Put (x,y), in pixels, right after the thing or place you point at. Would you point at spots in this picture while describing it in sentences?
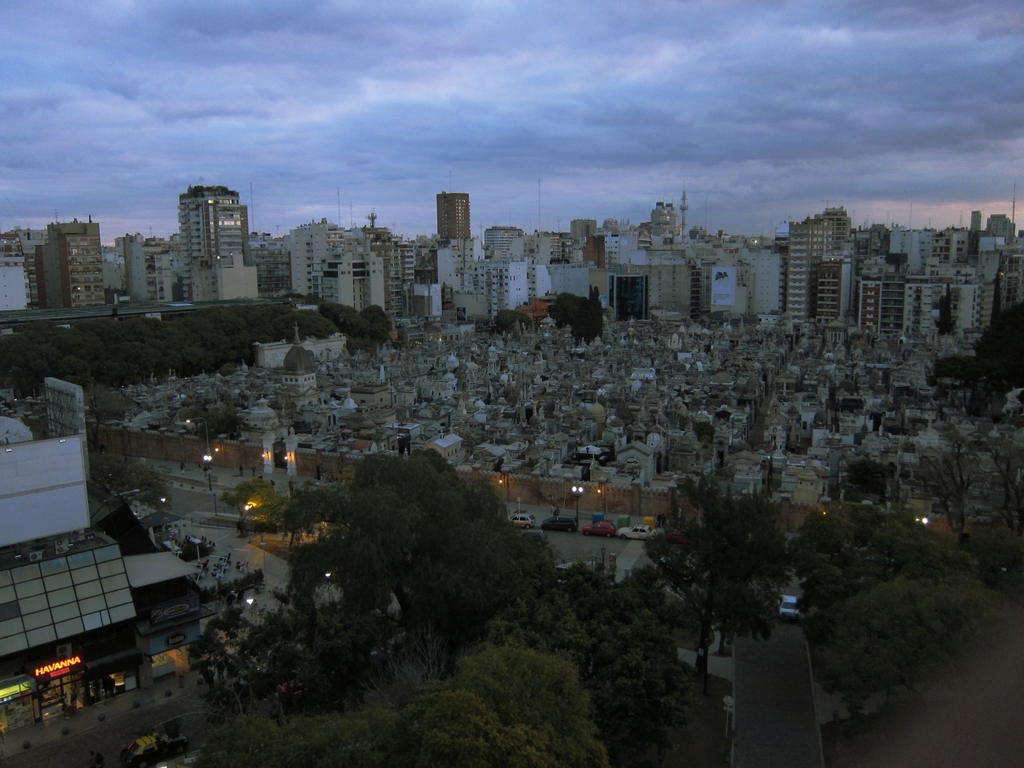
In this image I can see few trees (439,628) which are green in color, the road (789,661), few vehicles (560,520) on the road (768,666), few buildings (396,426), few lights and in the background (839,97) I can see the sky (492,124) and few buildings (668,253).
